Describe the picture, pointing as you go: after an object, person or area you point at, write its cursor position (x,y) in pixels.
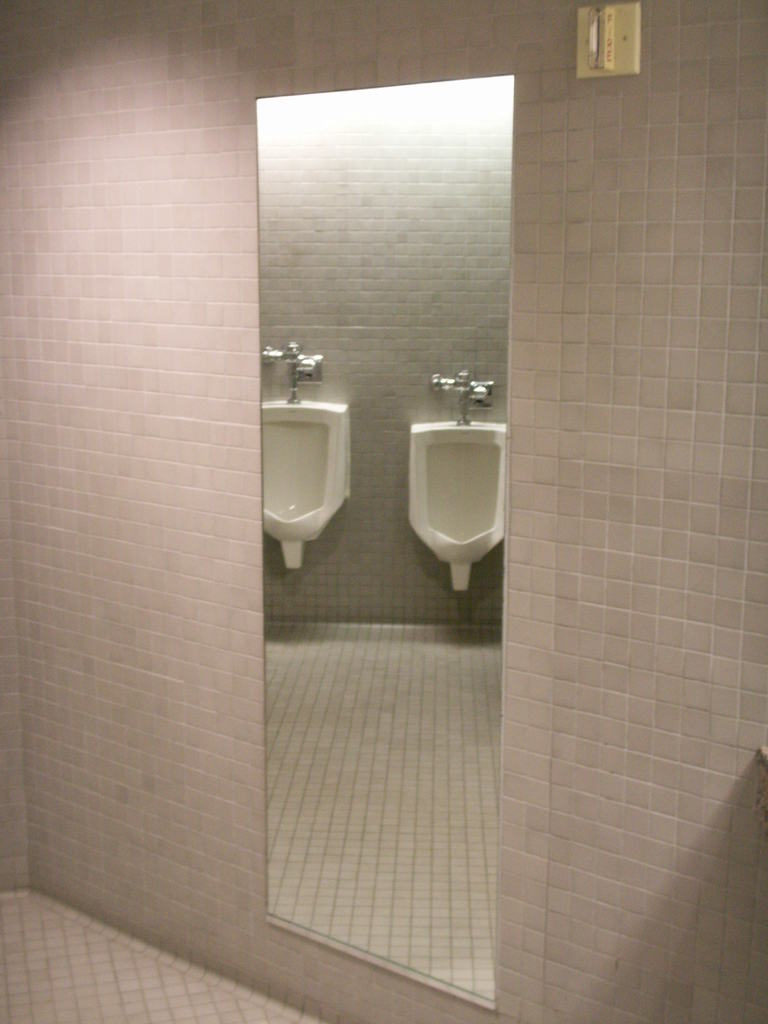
In this image there is a wall (679,808). On the wall (683,791) there is a mirror (284,308). On the mirror (352,459) there is a reflection (333,444) of toilets (280,442).
